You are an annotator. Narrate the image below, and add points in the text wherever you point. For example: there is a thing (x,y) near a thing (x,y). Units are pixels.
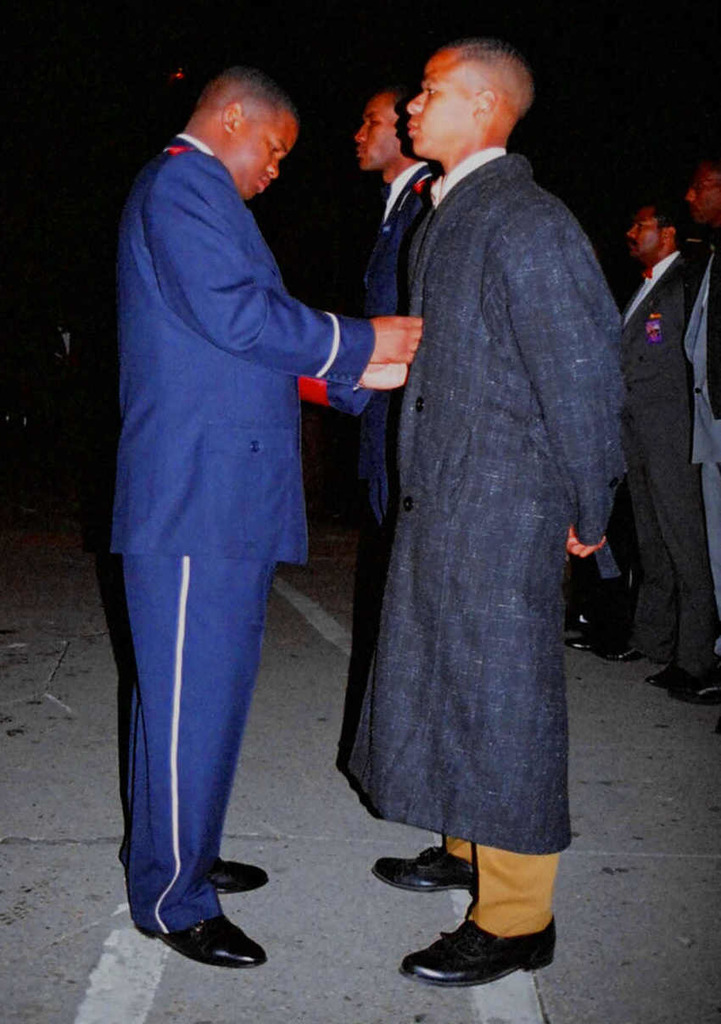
In this image there are men (528,408) standing, the men (374,317) are wearing suits (194,301), the background of the image (596,95) is dark.
